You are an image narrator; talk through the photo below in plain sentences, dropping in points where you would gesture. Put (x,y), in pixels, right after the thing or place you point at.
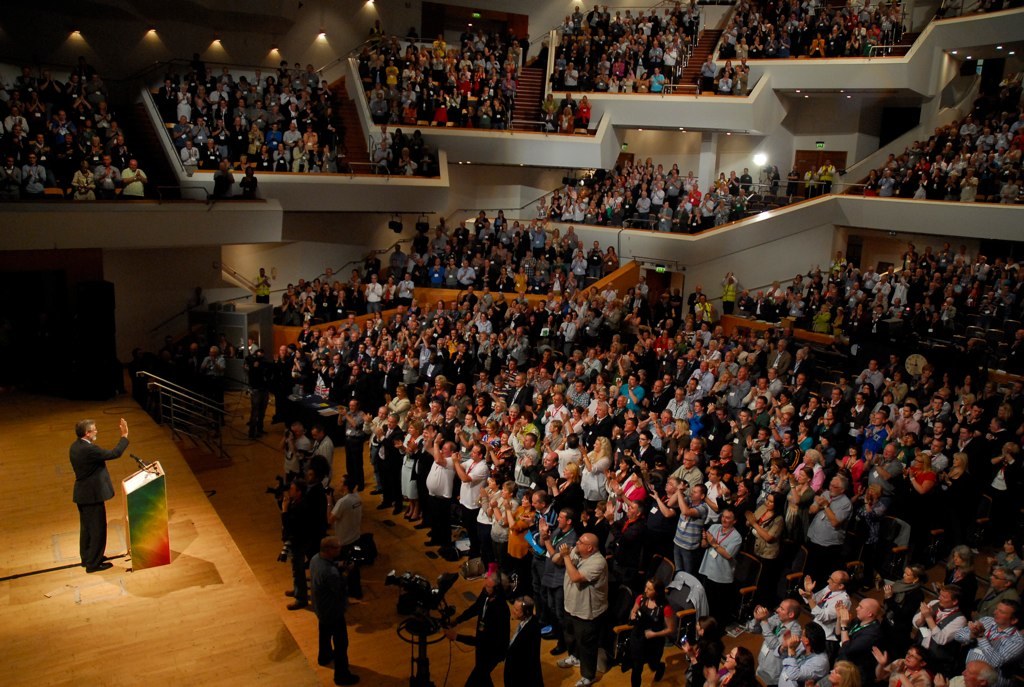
In this image I can see a auditorium (774,188) and in the auditorium (785,195) I can see crowd of people (450,350) and on the left side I can see person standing on stage (91,614), in front of the person (78,463) I can see a podium (154,474) and mic (142,463) and in the middle I can see there are camera man (488,657) taking the picture of the crowd (409,512) at the top (149,40) I can see lights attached to the wall (286,36).
